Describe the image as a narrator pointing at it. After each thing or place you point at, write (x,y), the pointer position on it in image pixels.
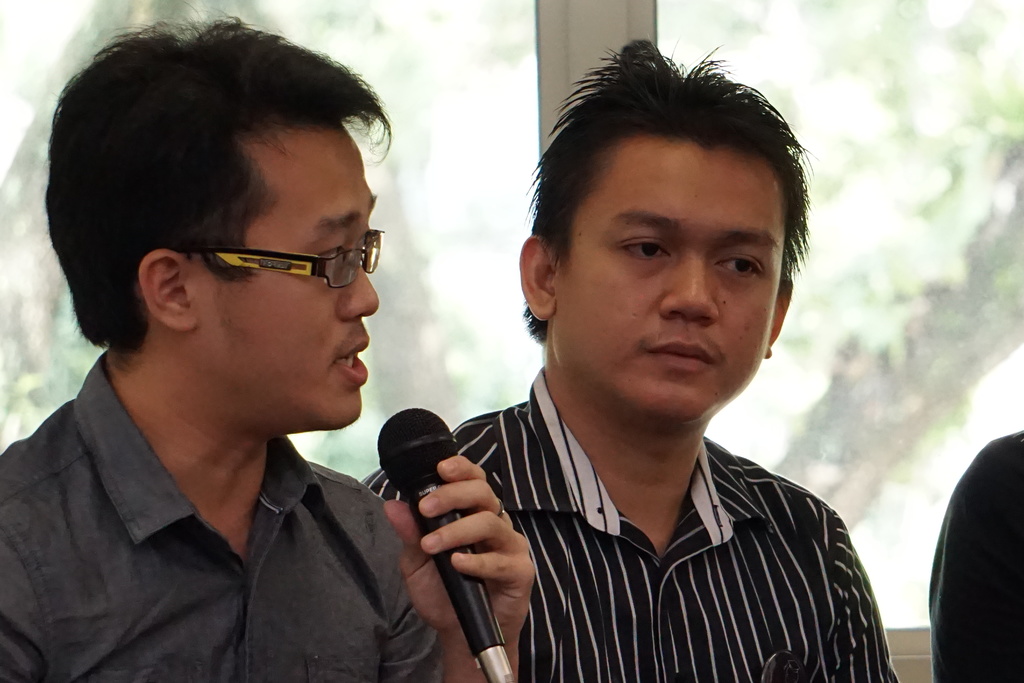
In the image we can see two persons (363,496), on the left side (207,622) person (31,474) he is holding microphone (453,519). Coming to the background (735,20) we can see the glass (861,265).
